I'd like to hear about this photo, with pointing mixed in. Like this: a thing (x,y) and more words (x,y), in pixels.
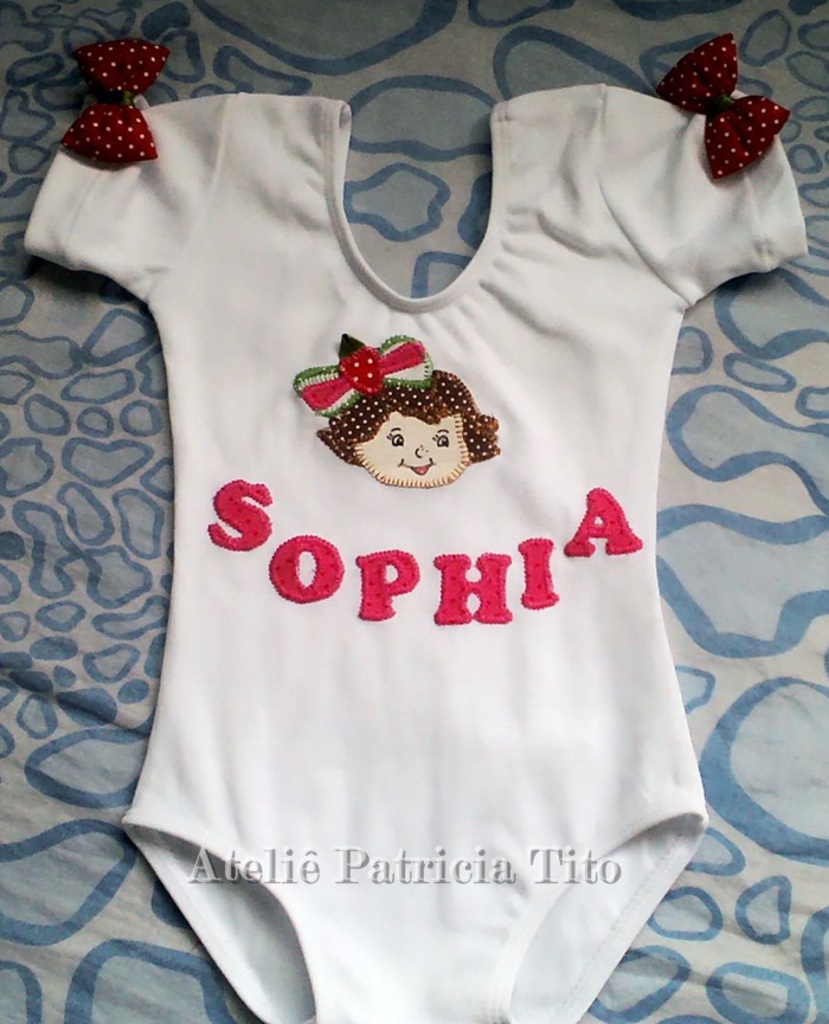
In this image I see a dress (343,178) which is of white in color and I see a word (377,597) written over here and it is on a cloth (805,803) which is of white and blue in color and I see the watermark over here.
